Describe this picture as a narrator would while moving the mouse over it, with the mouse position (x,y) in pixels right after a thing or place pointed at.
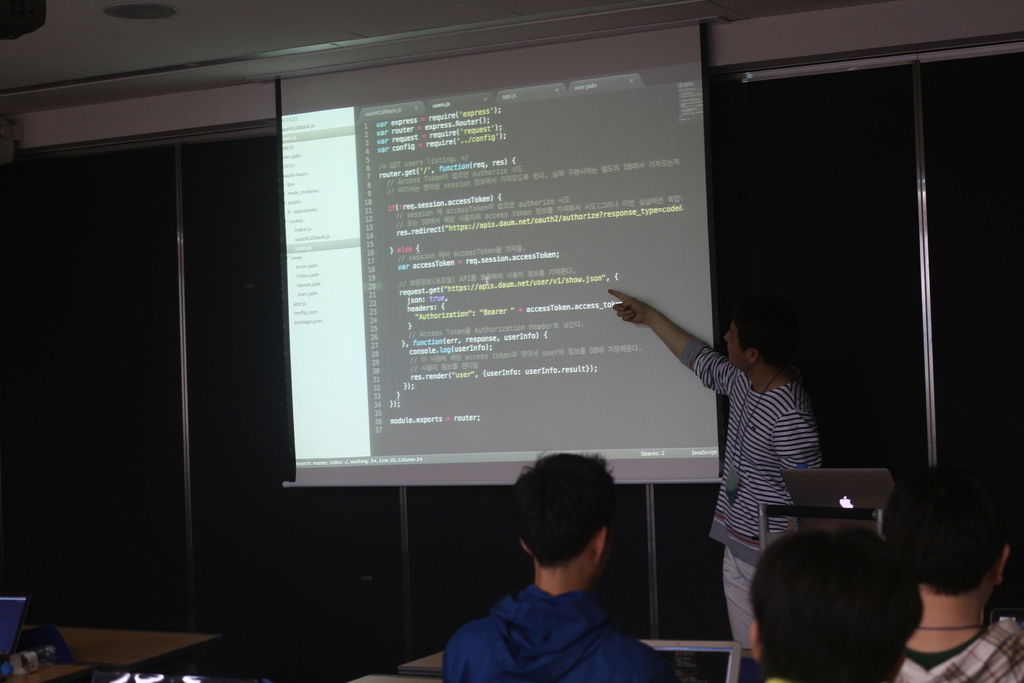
In this picture we can see a man (757,454) standing here, we can see a projector screen (681,366) here, there is a laptop (813,473) here, at the right bottom (938,522) there are three persons (962,587), on the left side (98,657) there is a table (84,634), we can see presentation (514,307) here.
